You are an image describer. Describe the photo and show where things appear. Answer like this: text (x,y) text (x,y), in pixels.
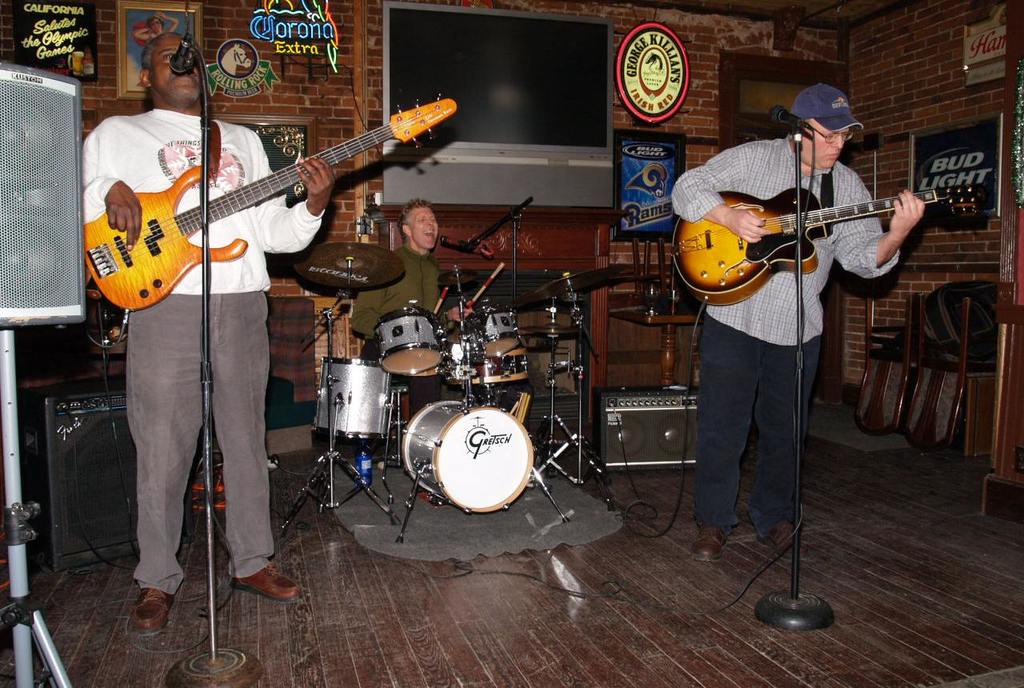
In this picture we can see two persons (762,143) are standing in front of mike (785,118). They are playing guitar (777,268). On the background (367,308) we can see a man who is playing drums (462,423) and he is singing on the mike (483,237). Here we can see a screen (572,89) and this is wall (924,72). And there is a frame (179,16).
